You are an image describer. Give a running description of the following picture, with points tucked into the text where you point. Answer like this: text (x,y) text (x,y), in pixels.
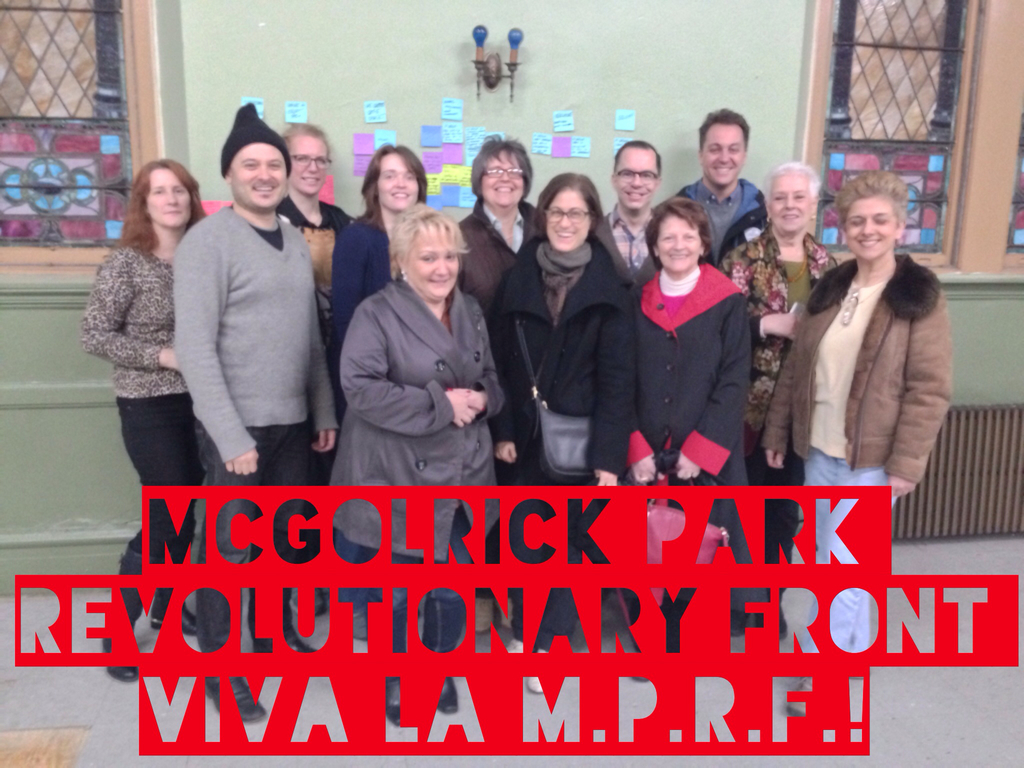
In this image we can see men (238,243) and women (450,330) are standing and smiling. Bottom of the image (603,629) watermark (558,609) is there. Background of the image (780,59) green color wall (269,52) and windows (874,101) are present. On wall (362,115) papers (453,125) are attached.
